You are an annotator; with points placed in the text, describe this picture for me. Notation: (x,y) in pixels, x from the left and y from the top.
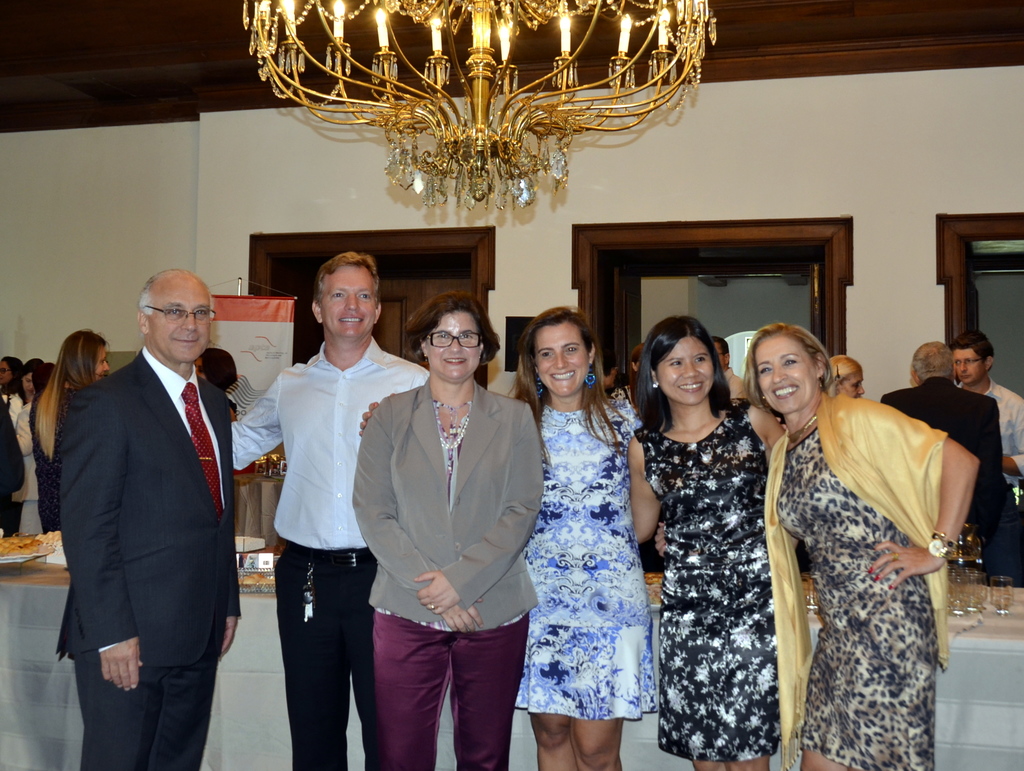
There is a group of persons (448,422) standing as we can see in the middle of this image (585,469) and there is a wall (508,263) in the background (563,260). There is a chandelier (466,106) at the top of this image (520,94).
